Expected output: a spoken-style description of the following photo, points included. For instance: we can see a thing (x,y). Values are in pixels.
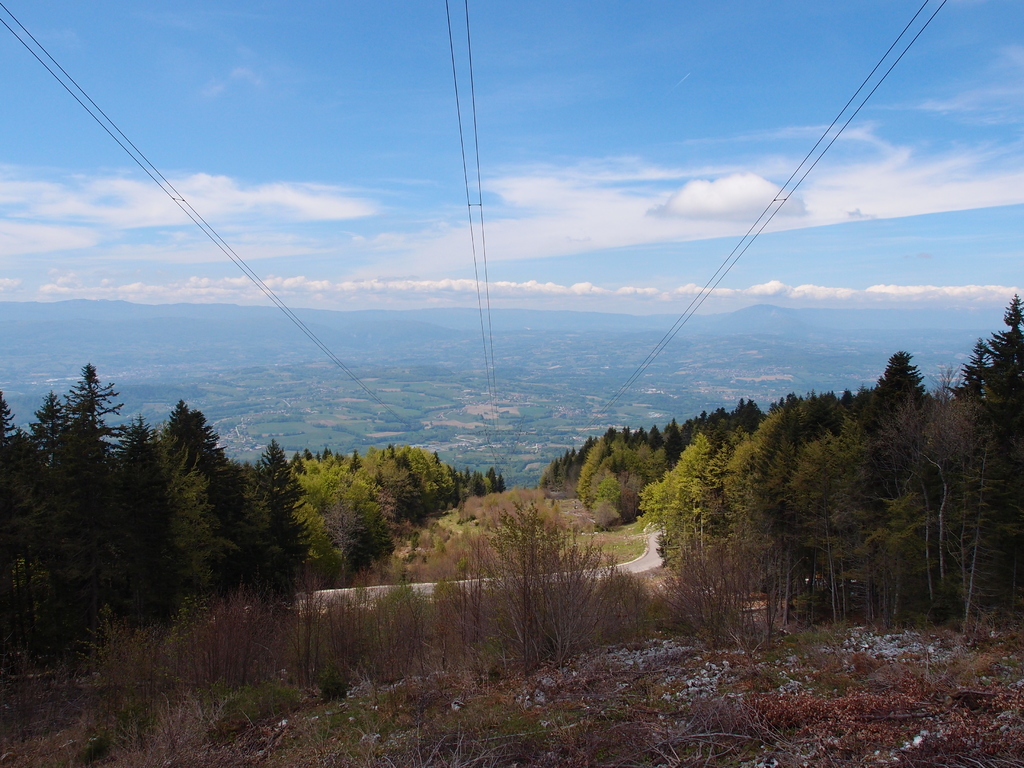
In this image we can see a group of trees (414,486), a pathway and some dried plants (583,619). On the backside (302,330) we can see the mountains (557,321), wires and the sky (437,289) which looks cloudy.
